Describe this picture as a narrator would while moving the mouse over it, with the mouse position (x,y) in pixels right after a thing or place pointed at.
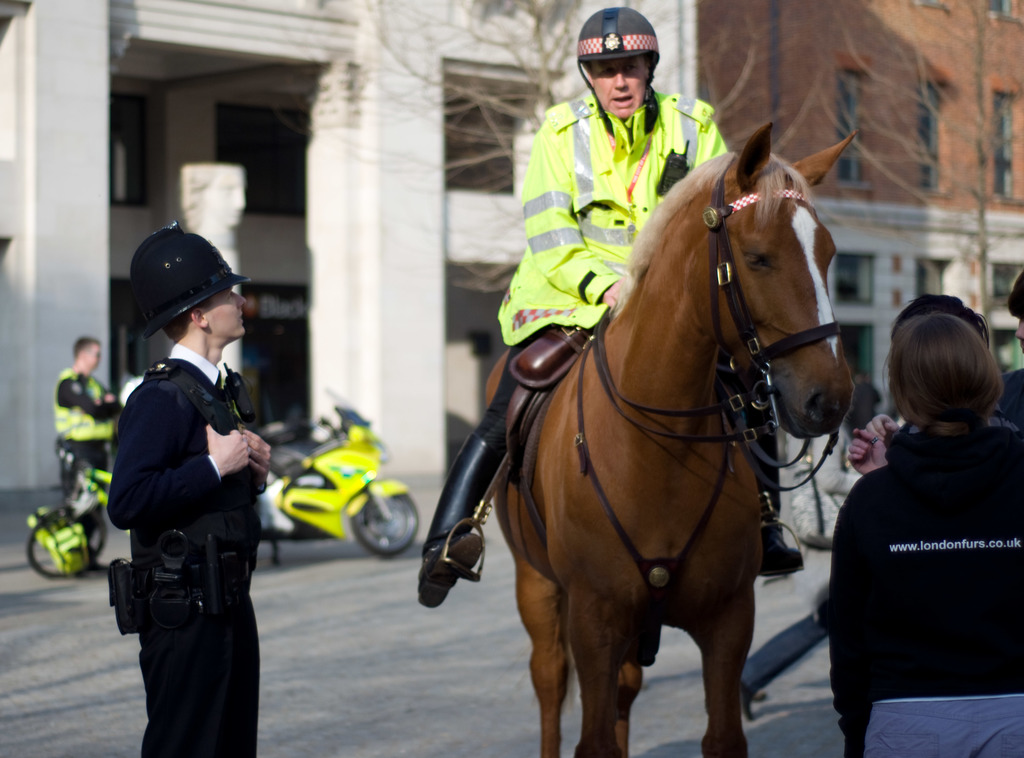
In this image I can see the brown colored horse (650,515) is standing on the ground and a person (592,151) is sitting on the horse (684,517). I can see few persons (211,538) standing on the ground (514,603), a motor bike (385,526), few trees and few buildings (790,121) in the background (331,201).
